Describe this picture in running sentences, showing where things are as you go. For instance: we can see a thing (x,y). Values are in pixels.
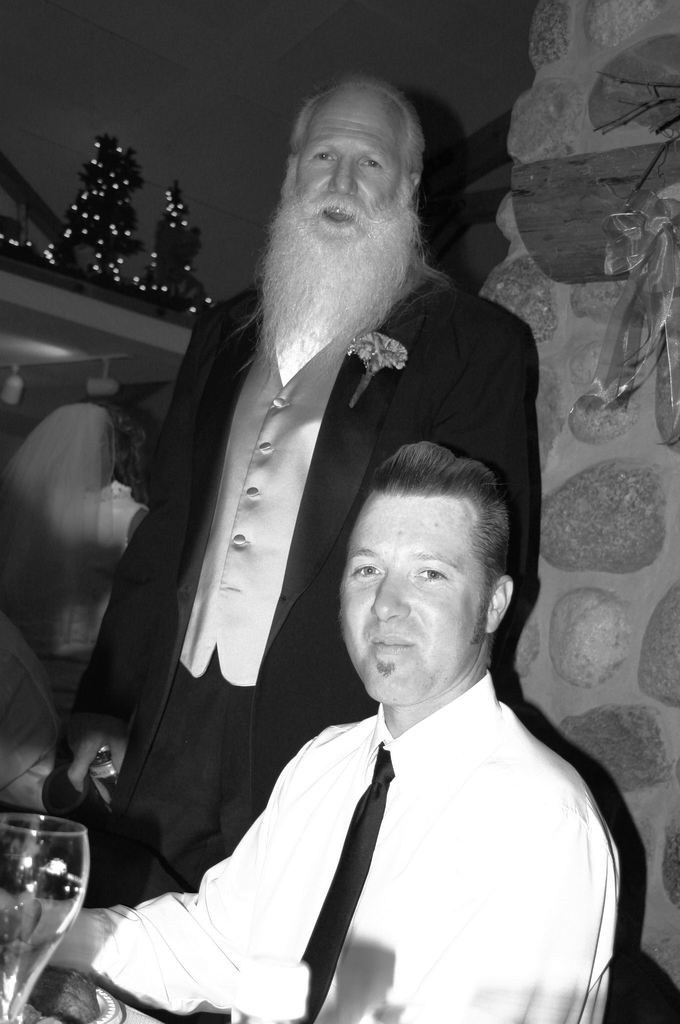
In this image I can see two persons (380,736) on the floor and a glass (31,959) on the table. In the background (106,246) I can see a wall (231,225), Christmas trees (133,234) and some other objects (670,323). This image is taken may be during night.
